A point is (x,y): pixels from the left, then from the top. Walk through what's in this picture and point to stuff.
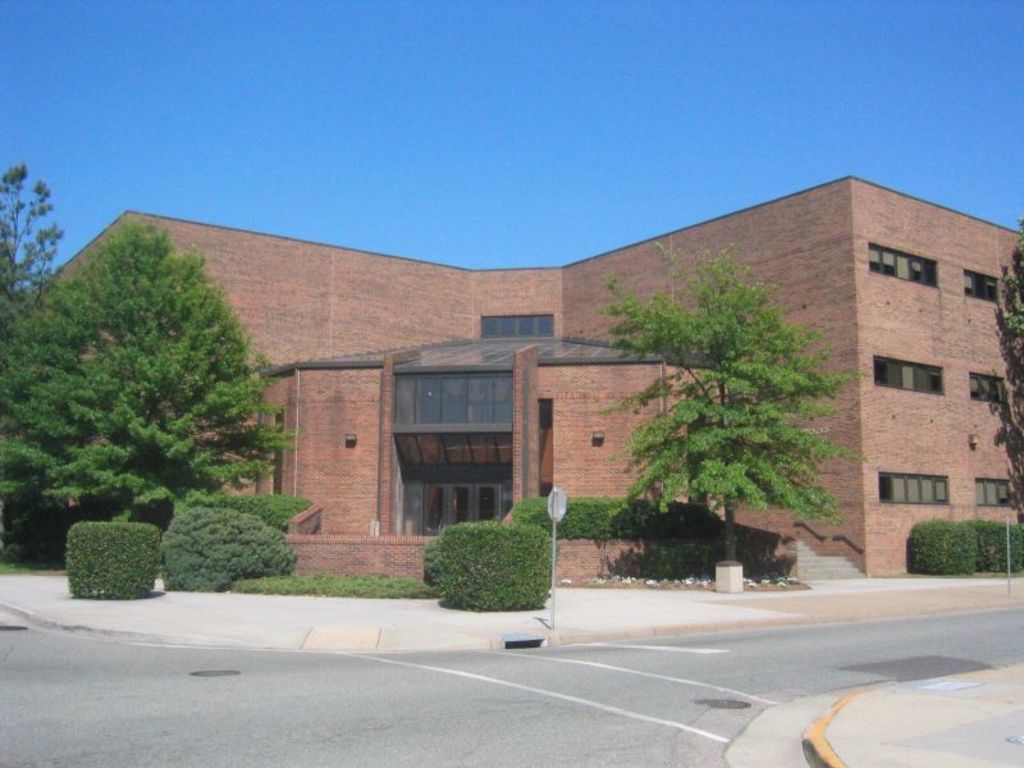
In this picture we can see a pole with a signboard (559,521) and behind the pole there are bushes (262,523), trees (99,394) and a building (449,408) and behind the building (927,431) there is a sky (434,94) and in front of the building (493,496) there is a path (638,645).
